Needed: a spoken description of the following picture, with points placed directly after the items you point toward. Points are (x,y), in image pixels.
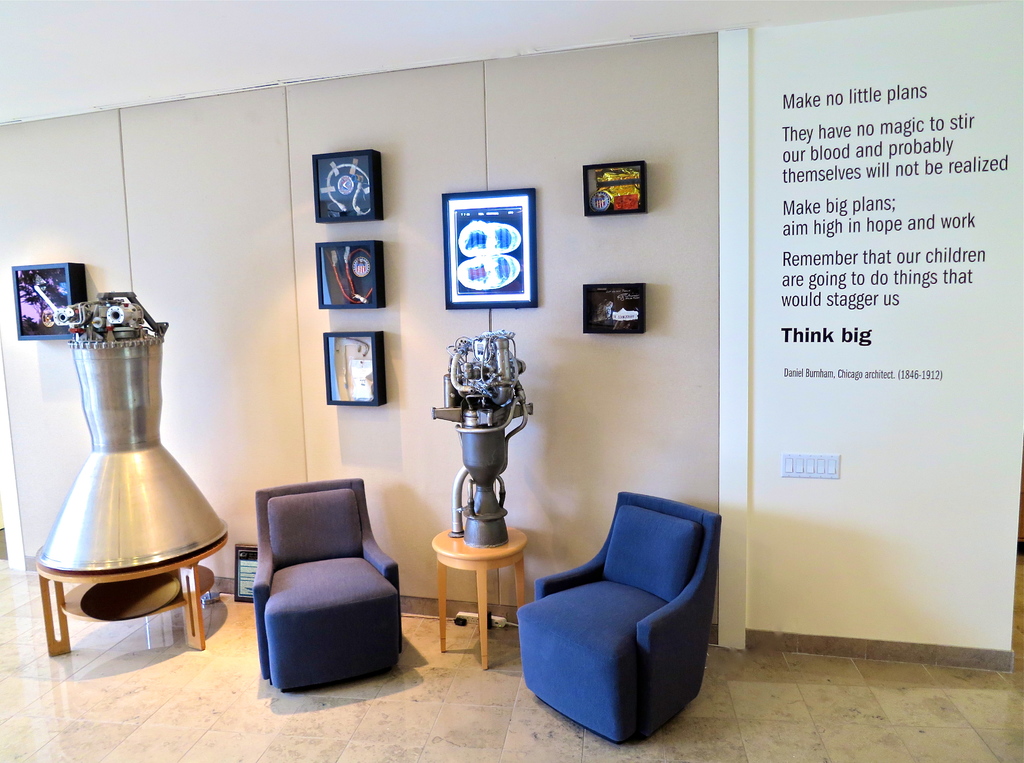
This image consists of two sofas (612,622). On the left (148,397), there is an object (94,517) made up of metal (140,512). In the background (556,140), there is a wall (66,168) on which there are frames (517,204) hanged. At the bottom (242,747), there is a floor (340,725). On the right (803,259), there is a text (856,340) on the wall (789,332).
